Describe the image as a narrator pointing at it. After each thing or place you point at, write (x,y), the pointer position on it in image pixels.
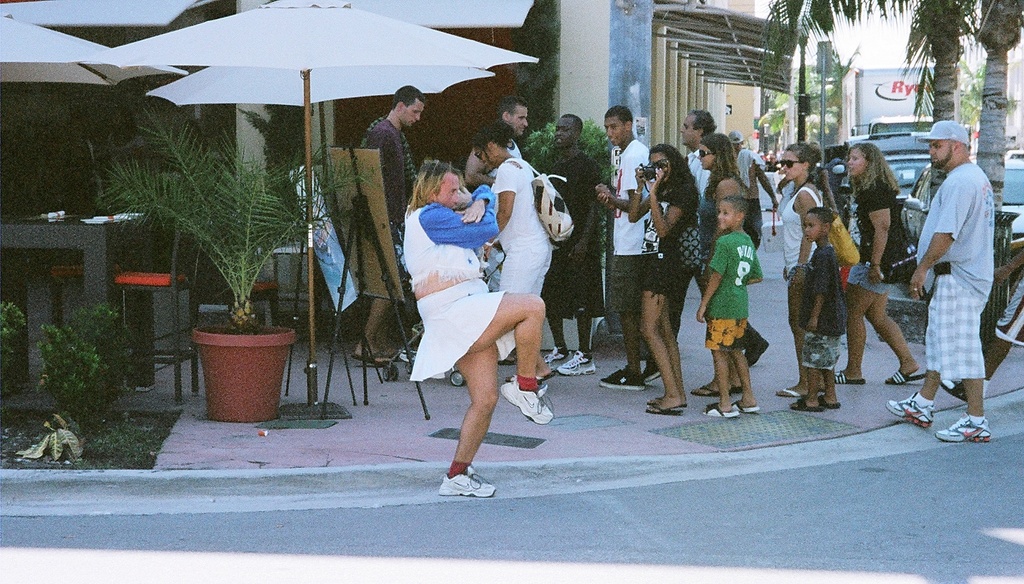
This is the picture of a place where we have a person (488,328) on the road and to the side there are some other people (528,285), among them a lady (656,223) is holding the camera (649,167) and around there are some umbrellas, houses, trees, plants (96,355), poster (348,292) and some other things (180,342) around.
